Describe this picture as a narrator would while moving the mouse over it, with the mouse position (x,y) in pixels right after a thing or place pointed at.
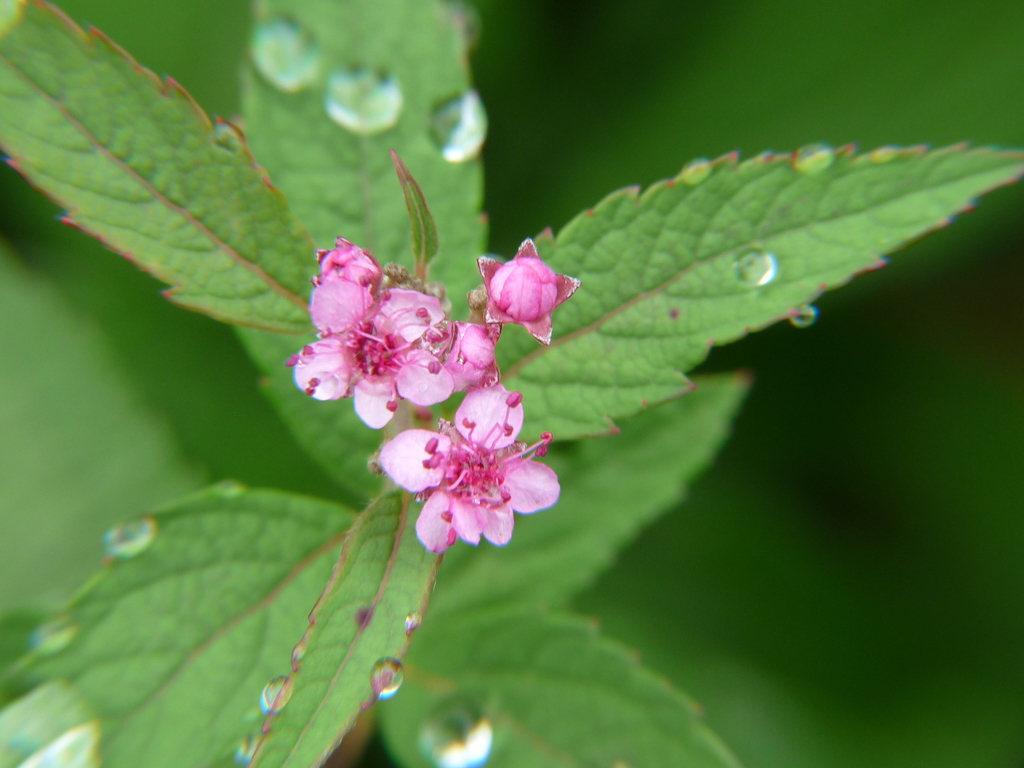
In this picture I can observe pink color flowers (396,436) to the plant (309,408). I can observe green color leaves (306,576) and water droplets (456,733) on the leaves (705,311). The background (158,376) is completely blurred.
